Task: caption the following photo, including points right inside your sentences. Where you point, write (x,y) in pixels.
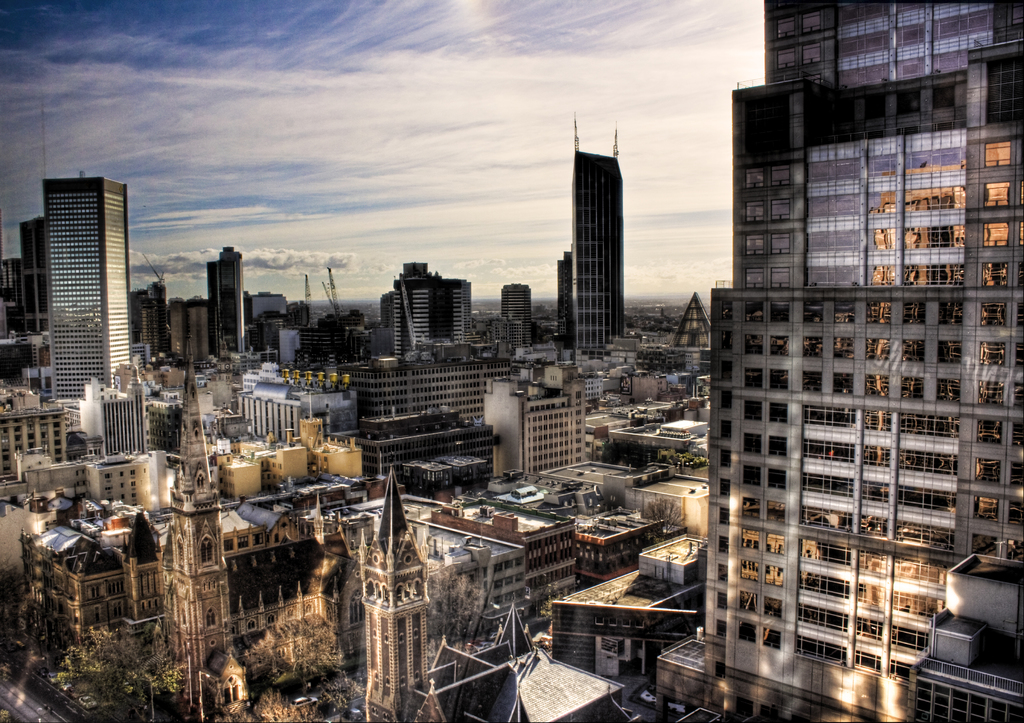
This is the top view of a city (475,563), in this image there are vehicles (73,693) on the roads (62,698), lamp posts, trees (139,638), and buildings (378,406), at the top of the image (424,205) there are clouds (607,109) in the sky (304,179).
